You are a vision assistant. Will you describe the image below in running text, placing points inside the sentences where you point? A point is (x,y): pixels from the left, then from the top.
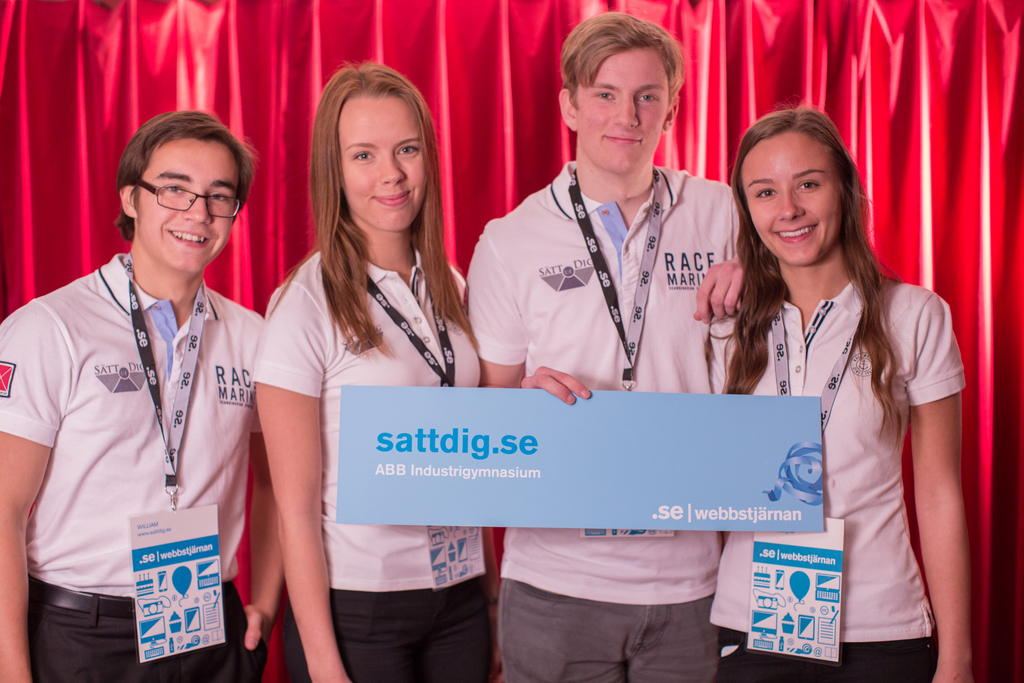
As we can see in the image in the front (532,228) there are four people (298,384) wearing white color t shirts (87,414) and the person (625,288) over here is holding a banner (538,469). Behind them there are curtains (430,18).
